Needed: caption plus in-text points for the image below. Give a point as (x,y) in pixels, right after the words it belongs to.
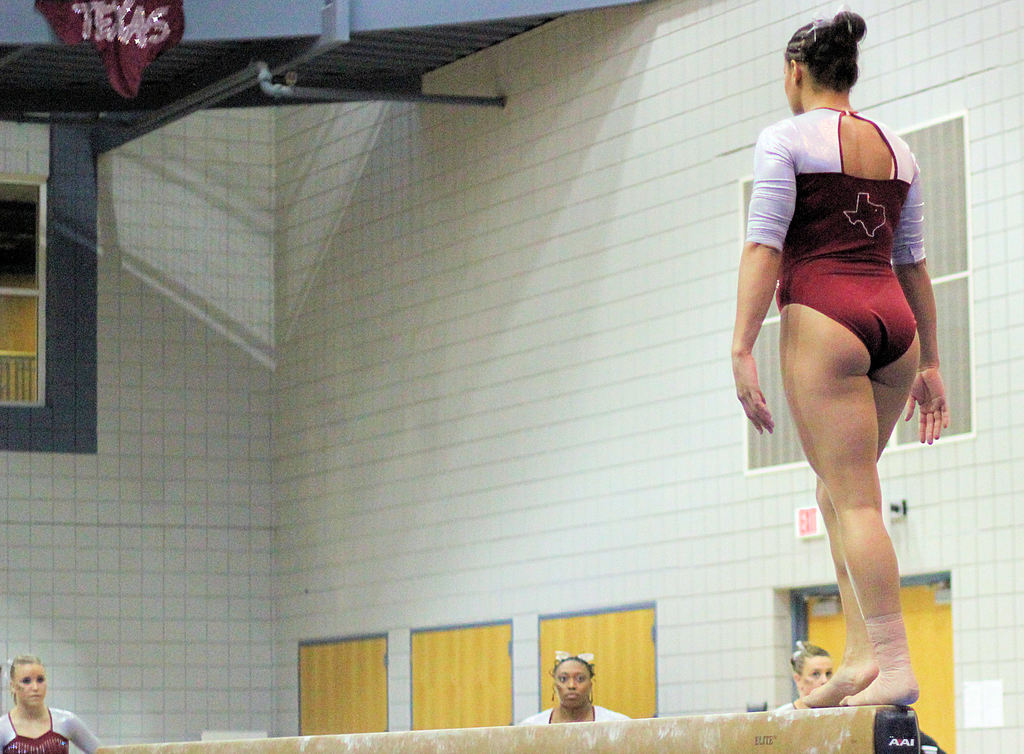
On the right side (832,249), there is a woman (862,219) standing on a beam (661,732). On the left side (23,728), there is another woman (33,688) standing. In the background (774,649), there are two women (799,666), there is a white color wall (365,430) of a building (491,129), which is having windows (2,392) and a roof (201,45).
